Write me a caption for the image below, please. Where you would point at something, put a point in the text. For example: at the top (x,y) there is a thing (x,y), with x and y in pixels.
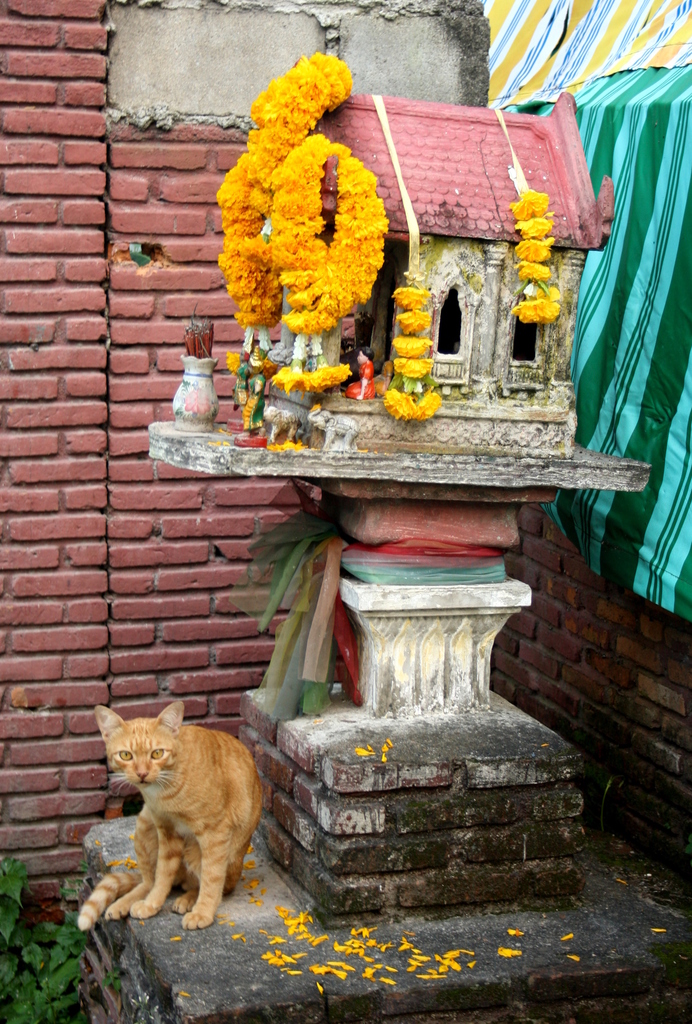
Bottom of the image (179,707) there is cat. In the middle of the image (360,663) there is a statue (577,201) and there are some flowers (276,208). Behind the statue (364,773) there is wall (49,11).
